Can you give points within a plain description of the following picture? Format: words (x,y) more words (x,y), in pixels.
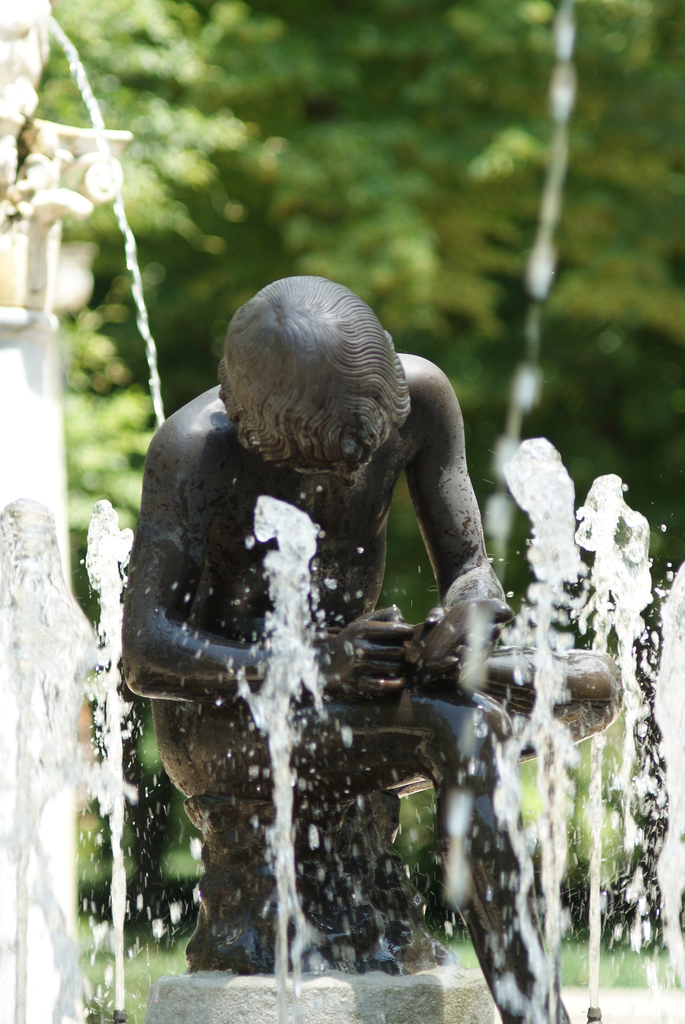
In this image, we can see a statue (319,294) and the fountain (555,1011). We can also see some trees (448,11) and some objects (67,194) on the left (119,419).
